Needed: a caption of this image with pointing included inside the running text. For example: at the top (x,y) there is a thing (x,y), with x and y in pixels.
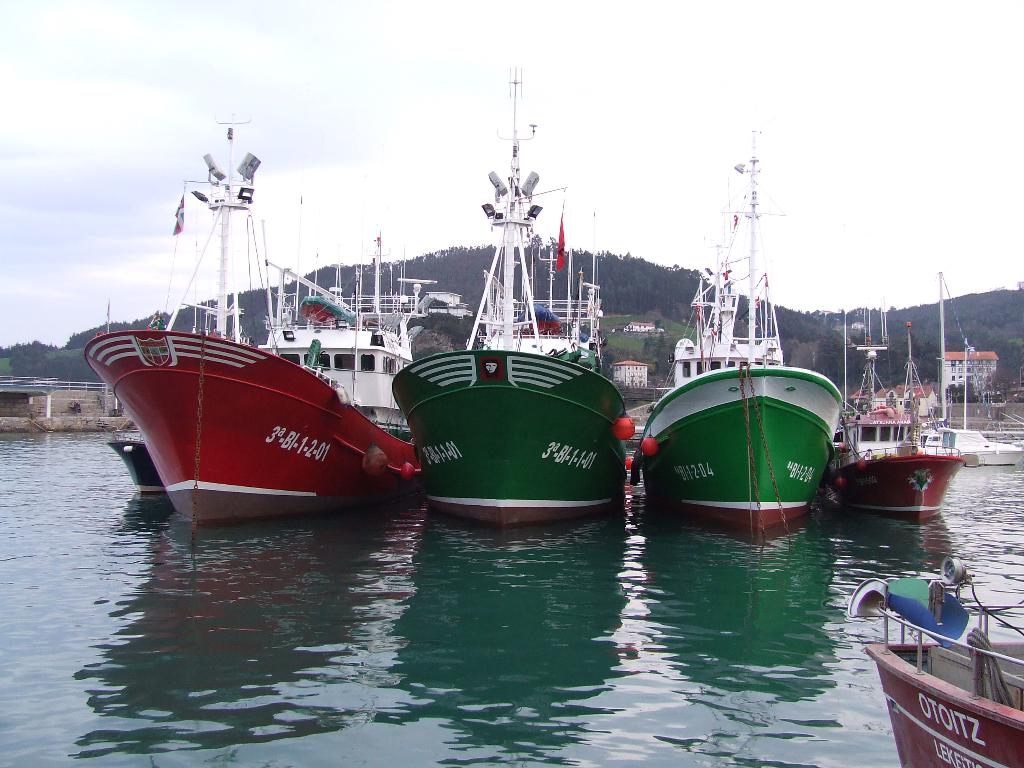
In the picture there are few ships (805,428) on the water surface (670,545) and behind the ships (885,313) there are some mountains (1004,331).
